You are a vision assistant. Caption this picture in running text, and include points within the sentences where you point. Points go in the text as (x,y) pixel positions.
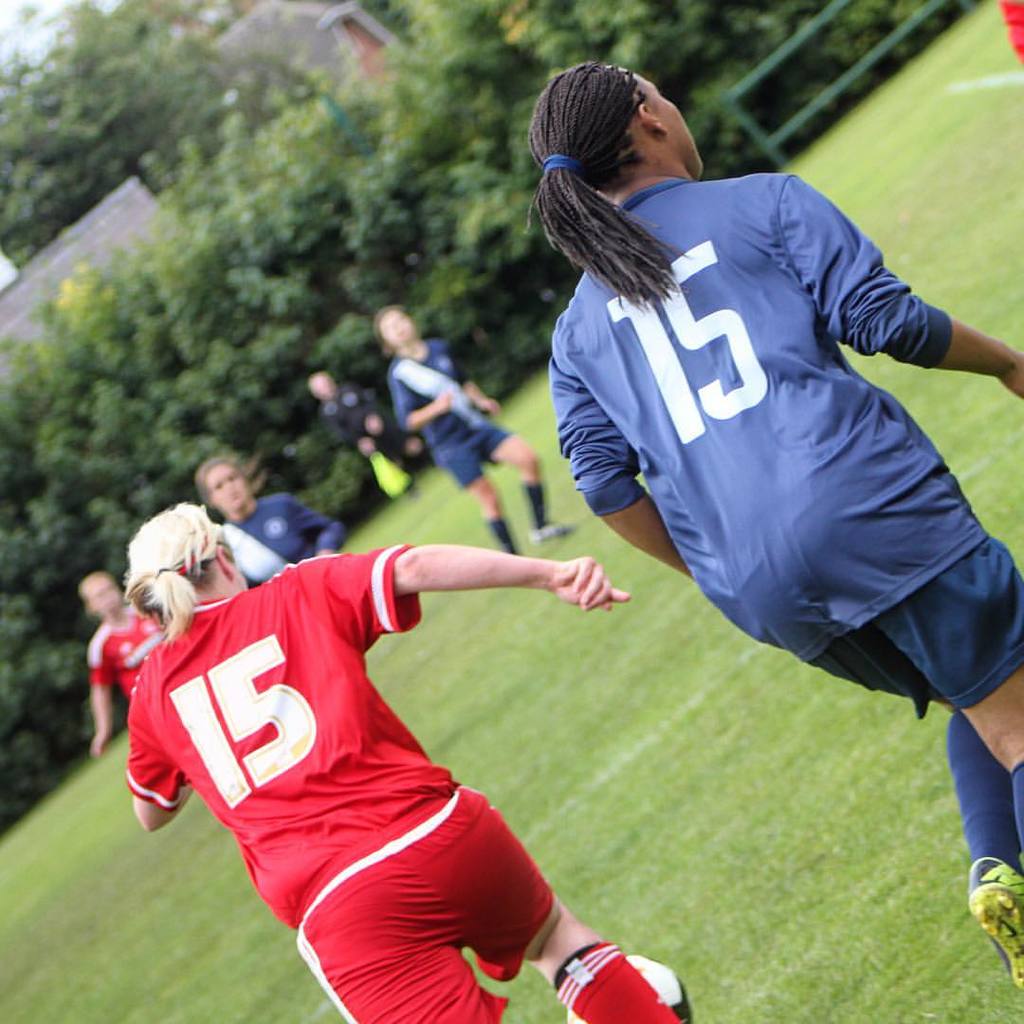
This is a picture taken in the outdoor, there are persons (405,558) standing on the ground (652,673). There are two persons (709,436) one in blue dress (766,438) and the other in red dress (246,721) running on the ground (634,783). Backside of this people (195,594) there is a trees (400,194).
